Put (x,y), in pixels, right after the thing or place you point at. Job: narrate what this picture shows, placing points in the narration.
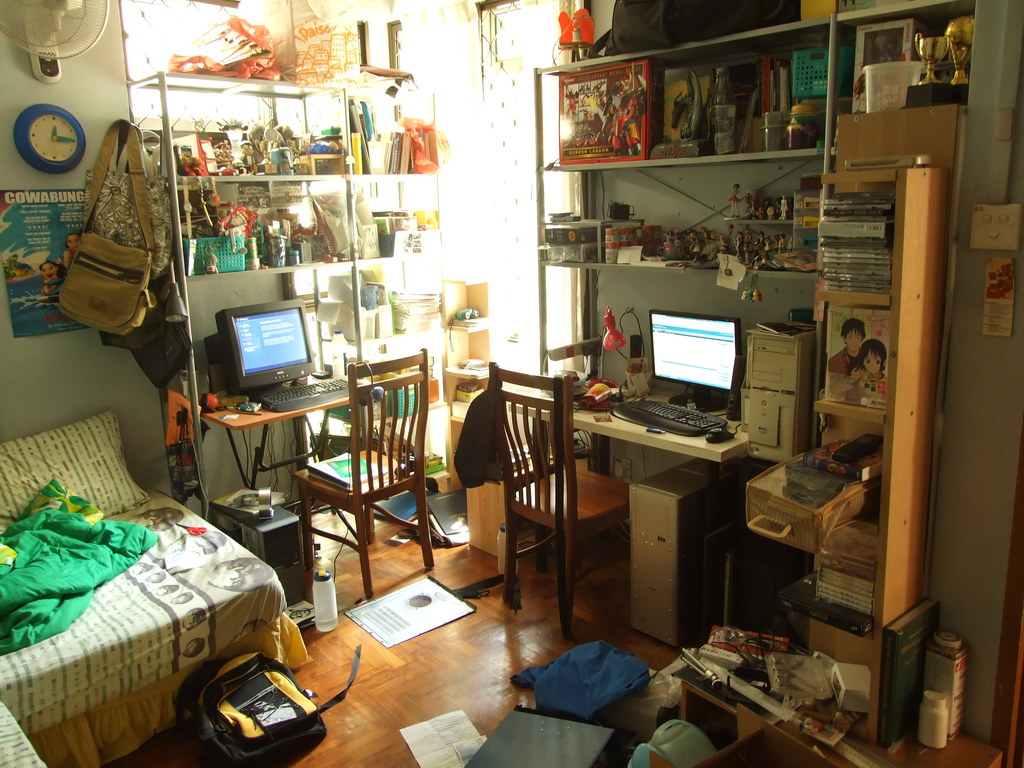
This image is clicked in the room (560,141). There are two computers (272,379) in this image. At the bottom (405,705), there is a floor (381,741) on which there is a bag (288,705) along with the papers (431,725). In the background (280,173), there are racks (875,412) in which many things (843,351) are kept. To the left (90,464) there is a bed (96,644).
